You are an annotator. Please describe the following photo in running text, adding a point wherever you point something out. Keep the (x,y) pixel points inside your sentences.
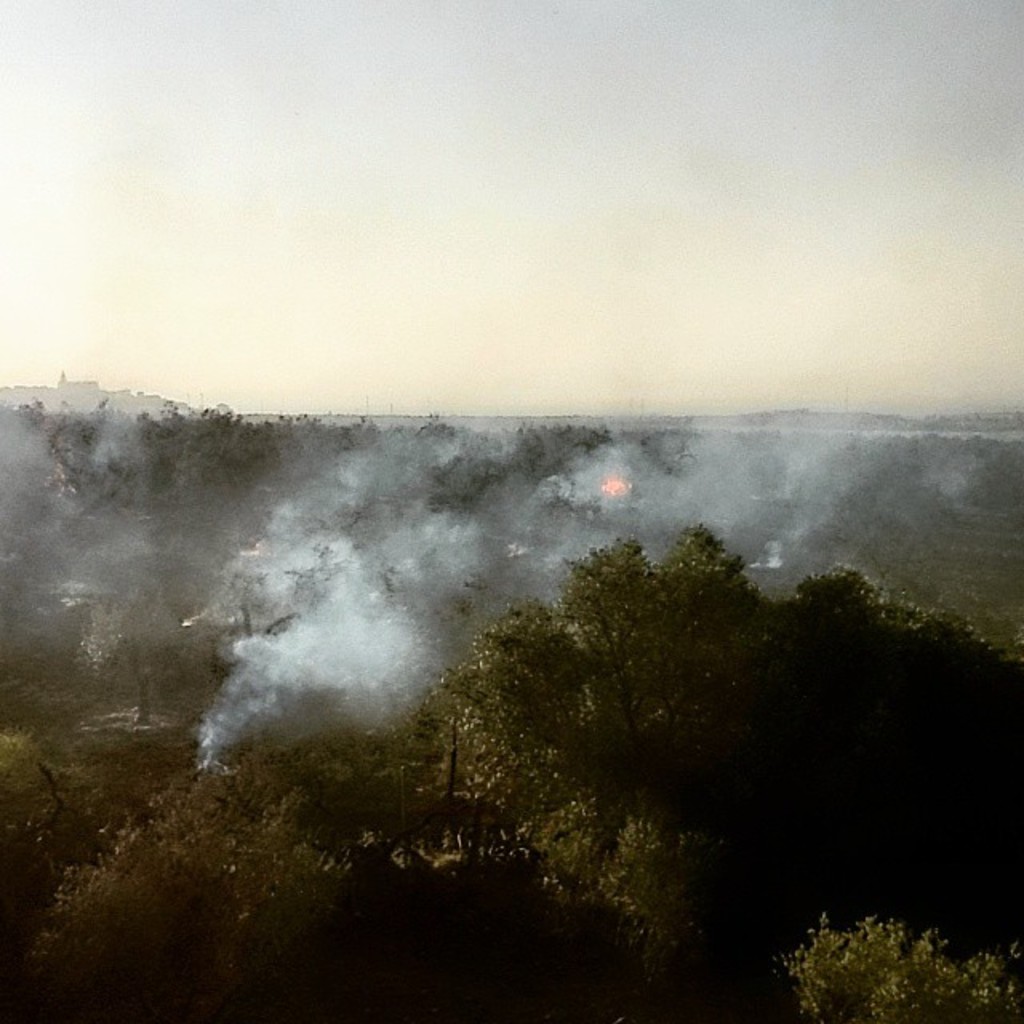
In this image there are trees (583,748) and there is a smoke (417,529) coming out of the trees (558,471) which are in the center (527,464).
